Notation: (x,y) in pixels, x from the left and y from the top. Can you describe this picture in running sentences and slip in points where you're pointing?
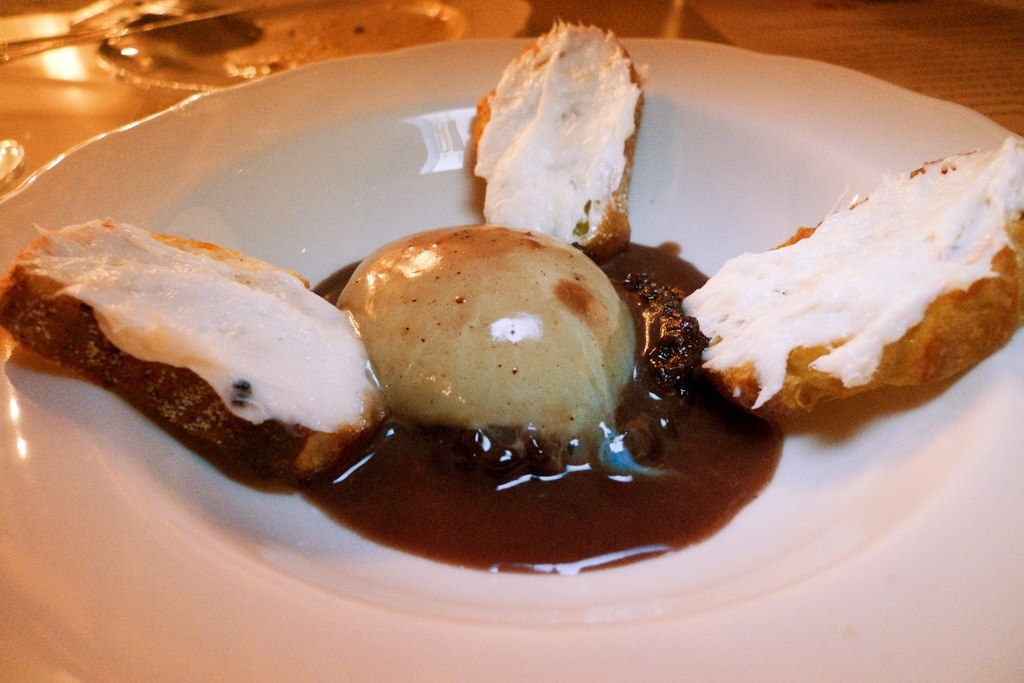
In this picture we observe a plate (120,596) in which there are toasts (123,367) on which cream (623,101) is present and there is a food item (524,354) in the middle (386,380).
